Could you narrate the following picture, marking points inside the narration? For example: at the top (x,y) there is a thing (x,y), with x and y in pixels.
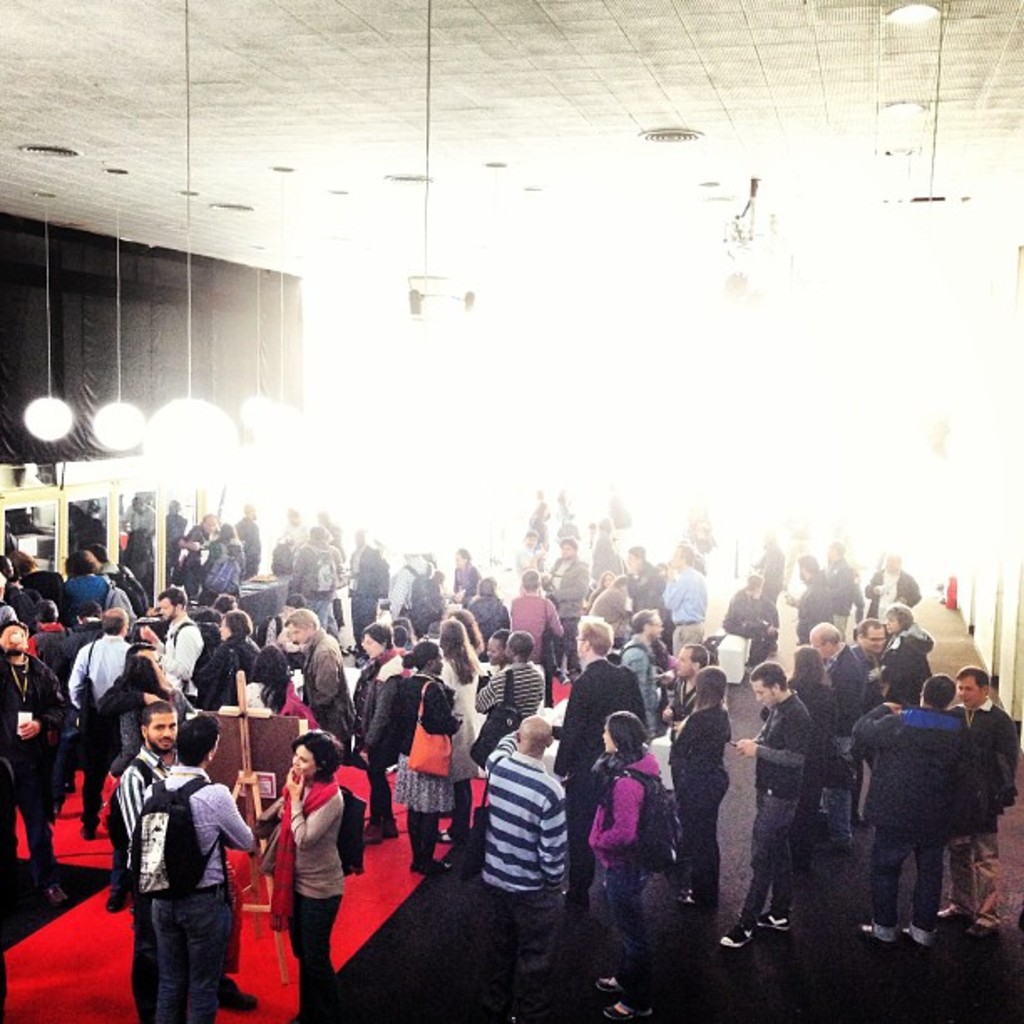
In the picture I can see a group of people (588,704) are standing on the floor (477,795). Some of them carrying bags (422,770). In the background (207,449) I can see lights (225,450) on the ceiling (385,248), wall (213,291) and some other objects (36,490).
